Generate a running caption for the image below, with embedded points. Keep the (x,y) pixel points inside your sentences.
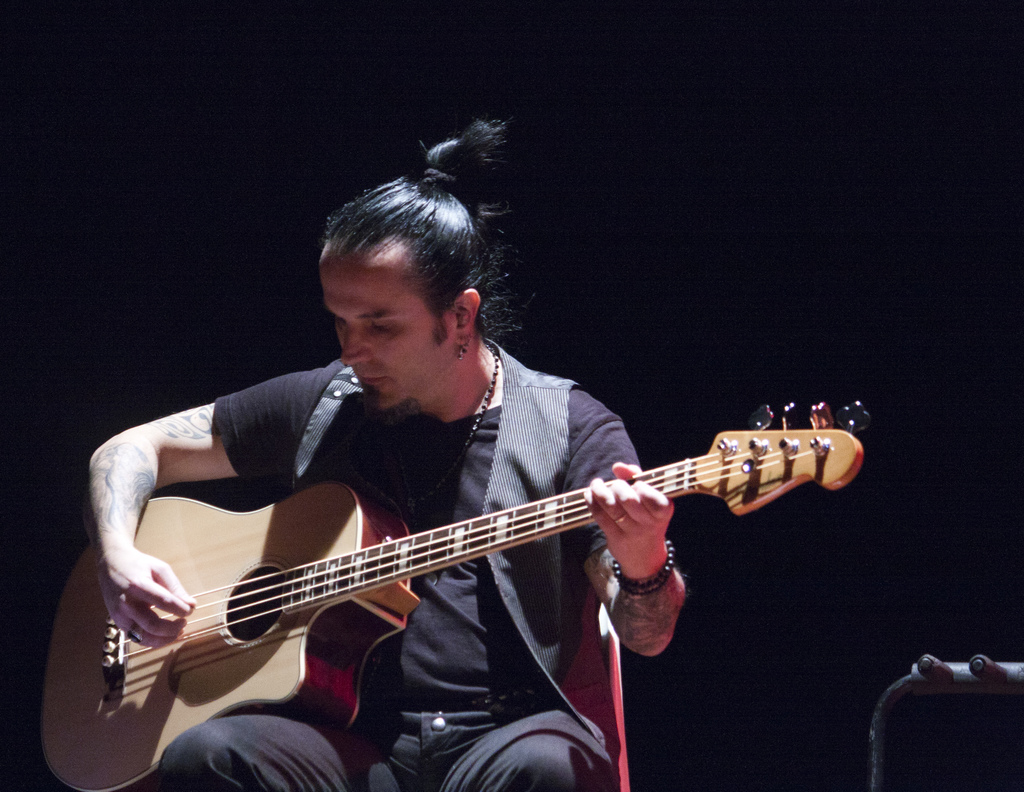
In this picture we can see man (334,463) wore jacket (538,433) holding guitar (367,554) in his hand (136,555) and playing and sitting on chair (620,680) and in background (629,105) it is dark.
